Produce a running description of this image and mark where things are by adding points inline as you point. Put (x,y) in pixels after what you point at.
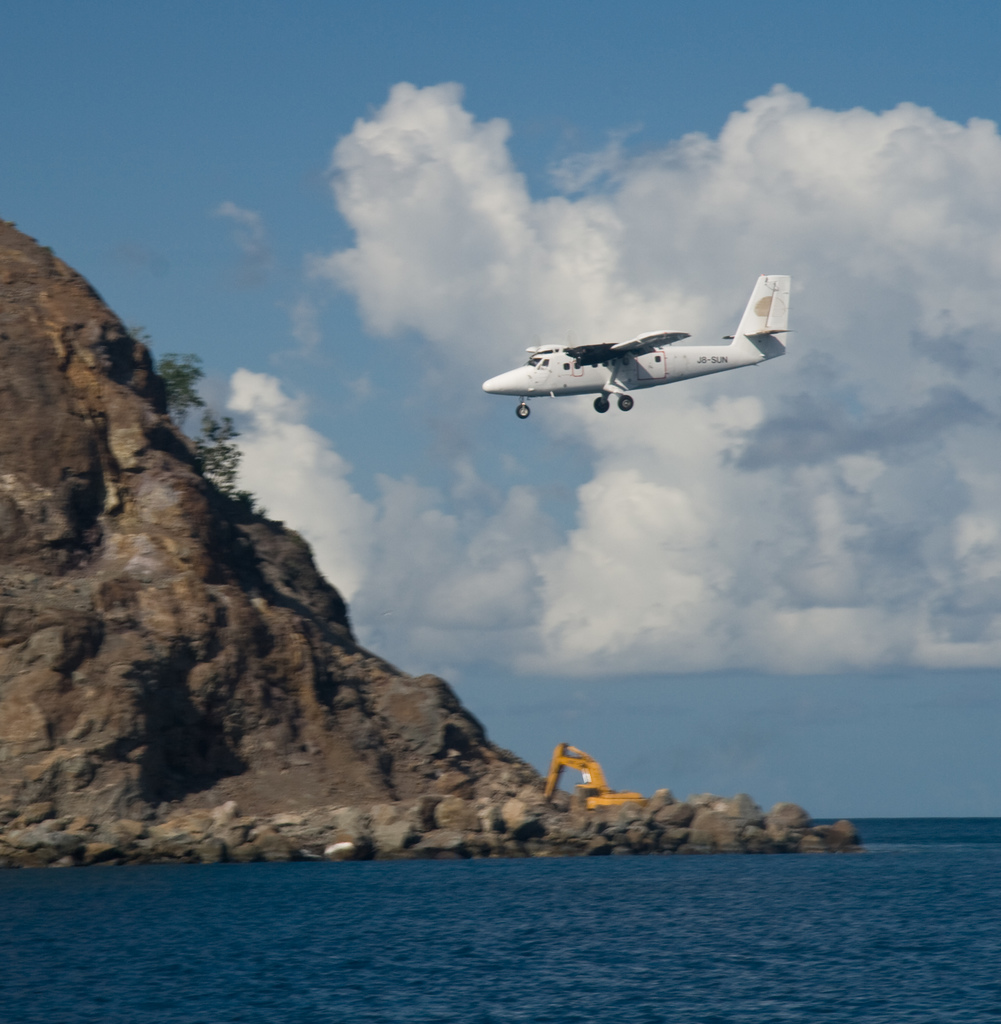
In this image we can see an airplane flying in the sky (524,570) which looks cloudy. We can also see a backhoe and some plants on the hill (571,813) and also a large water body (609,913) and some stones (566,801).
